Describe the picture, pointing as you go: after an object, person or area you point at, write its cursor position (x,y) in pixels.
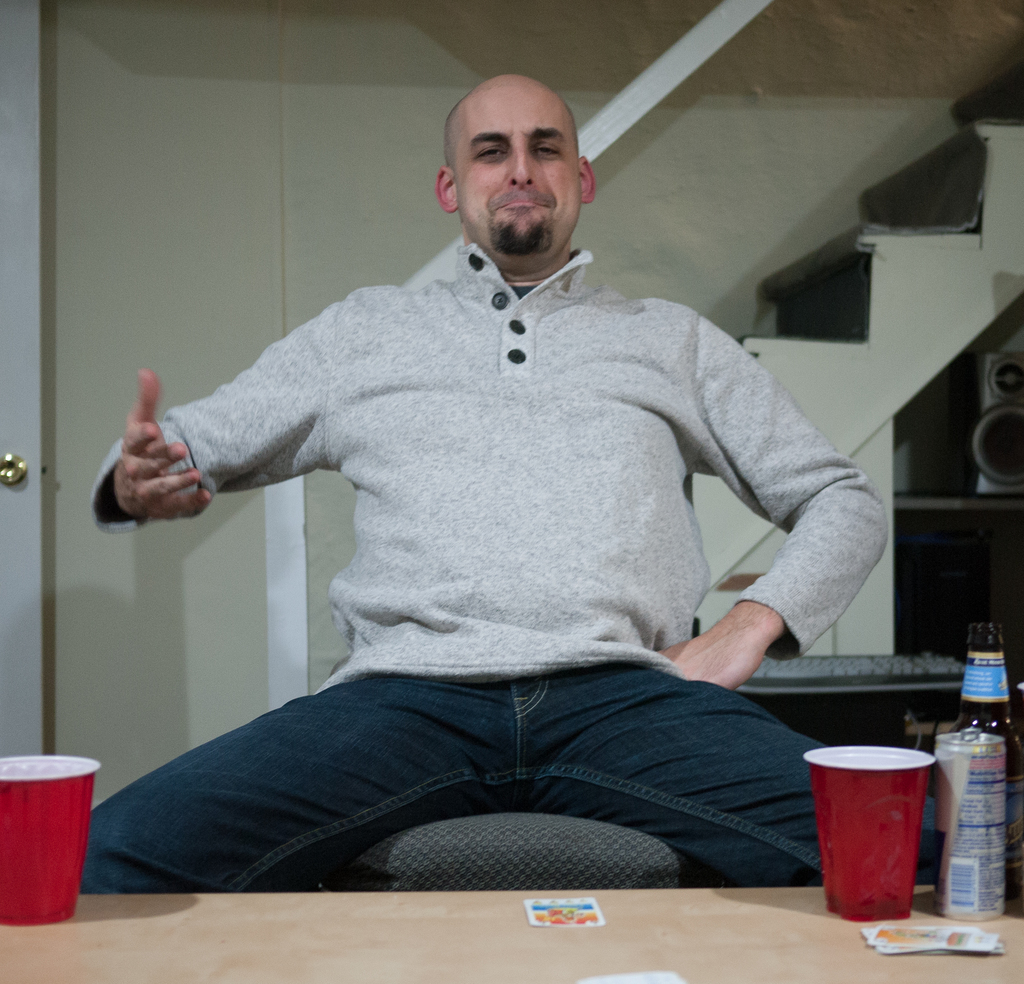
On the background (181,171) we can see wall (176,189), door (26,203) and stairs (875,233). This is a speaker (988,454). Here we can see a man (631,429) sitting on a chair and giving some different pose to a camera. On the table (477,917) we can see cards (880,946), glasses (902,819), bottle (999,700).
